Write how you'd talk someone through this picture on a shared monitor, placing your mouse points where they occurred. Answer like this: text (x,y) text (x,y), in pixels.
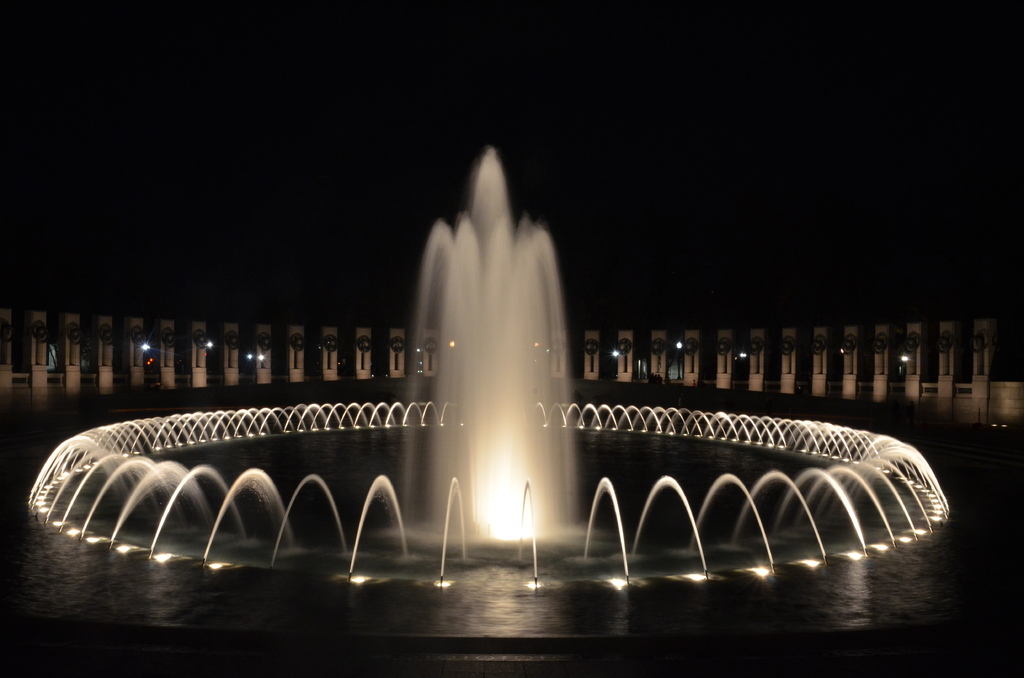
This is fountain (535,480), here there is water (505,432) and light (511,514).
